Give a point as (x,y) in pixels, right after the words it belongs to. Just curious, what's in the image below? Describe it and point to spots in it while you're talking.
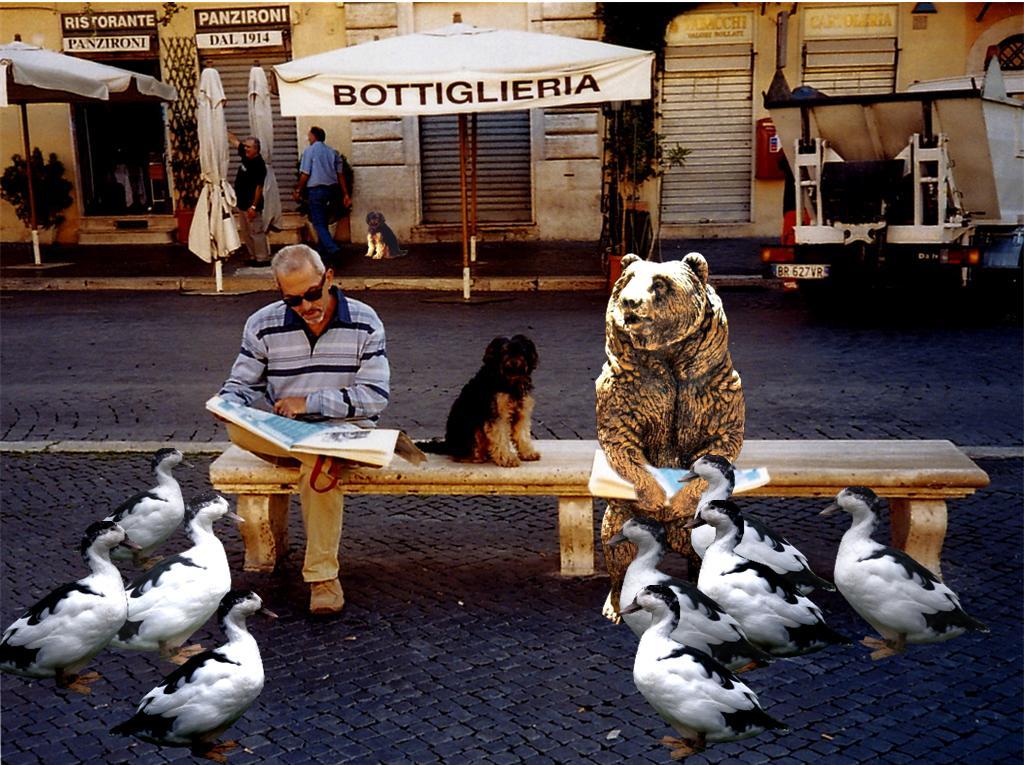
This is completely an outside view picture. Here we can see stores (113,44). This is umbrella (446,78) in front of stores (155,100). We can see dog (483,404) on the bench (506,476) over here. Here we can see few birds (846,596) on the road (508,625). On the bench (518,482) we can see one man (335,505) sitting and reading a newspaper (380,437).
